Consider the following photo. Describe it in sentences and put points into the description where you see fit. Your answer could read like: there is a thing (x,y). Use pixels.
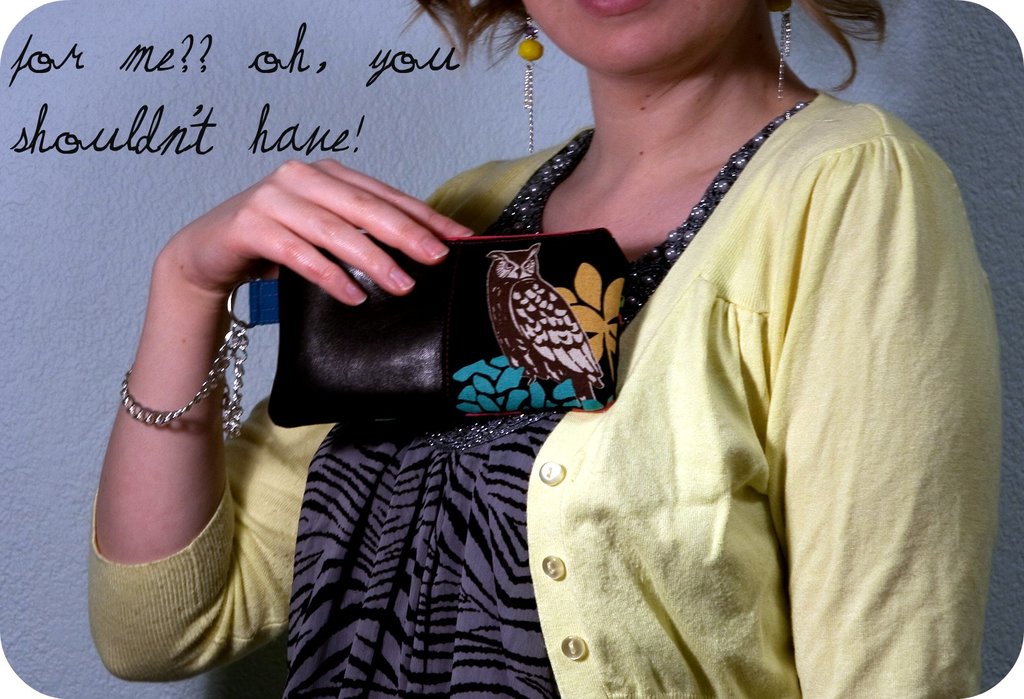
In this picture there is a woman (657,75) holding a wallet (369,307). On the left (158,144) there is text (203,145). Behind the woman (616,222) it is wall (417,132).
